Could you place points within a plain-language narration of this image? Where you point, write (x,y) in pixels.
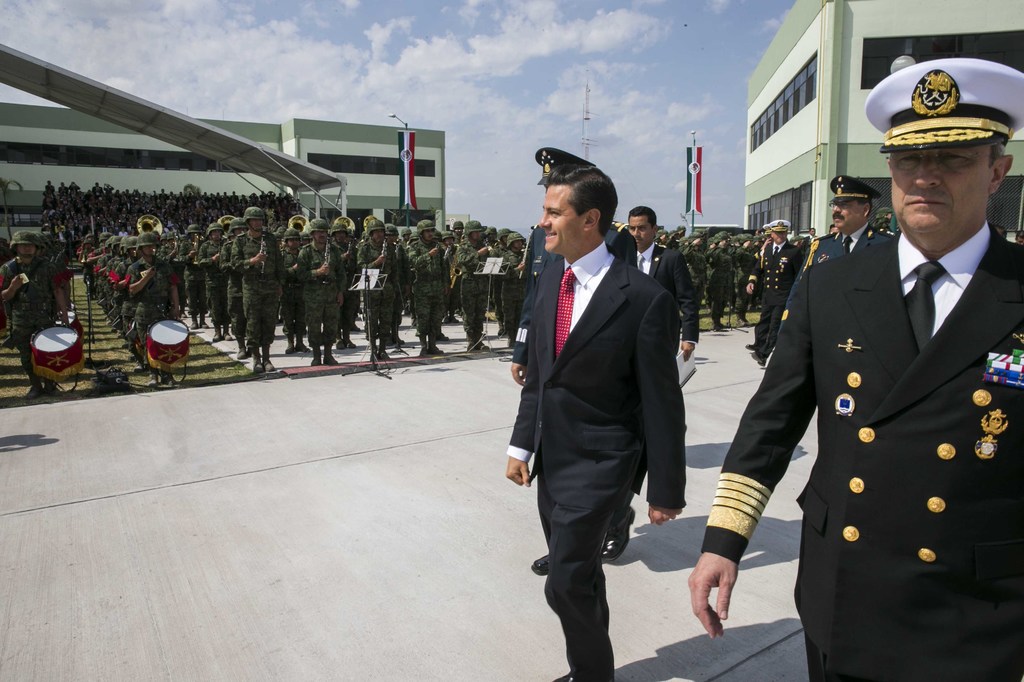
In this image there are people (129,260), buildings (427,182), flags (402,156), poles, musical drums (179,335), cloudy sky (458,76) and objects (684,376).
